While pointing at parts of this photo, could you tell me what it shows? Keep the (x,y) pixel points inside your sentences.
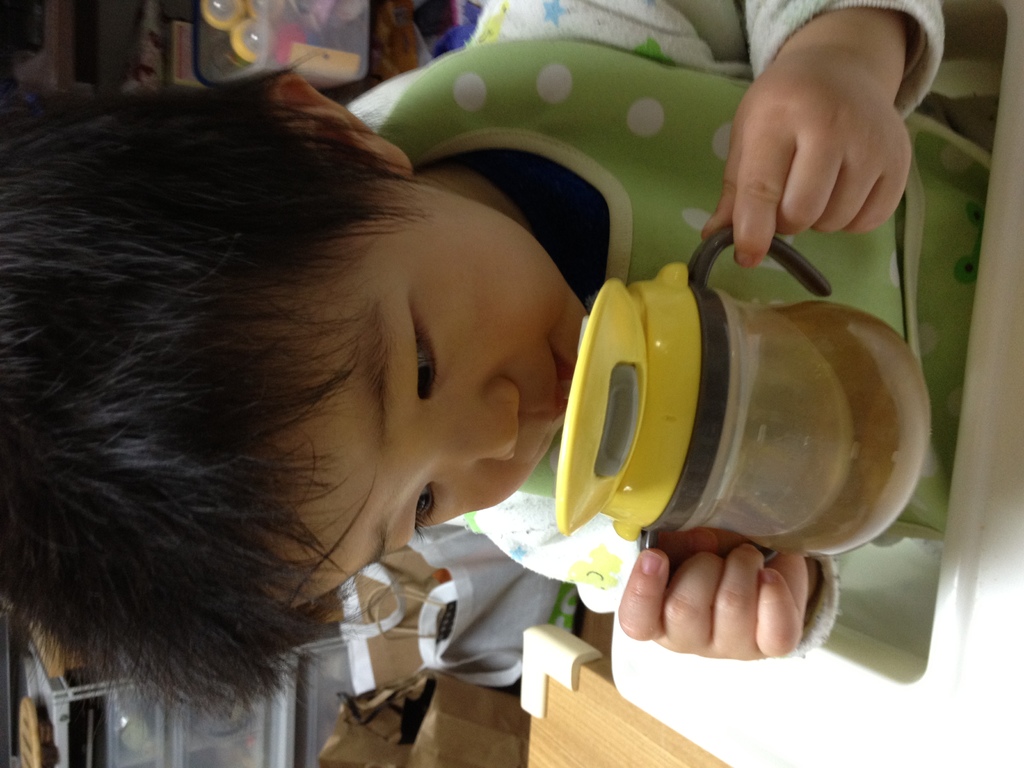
In this image we can see a kid (525,346) drinking some drink (760,306), he is holding a bottle (737,426), there is a table (622,723), behind him, there are packages (459,635), there are some objects (296,38) in a box (296,47).
